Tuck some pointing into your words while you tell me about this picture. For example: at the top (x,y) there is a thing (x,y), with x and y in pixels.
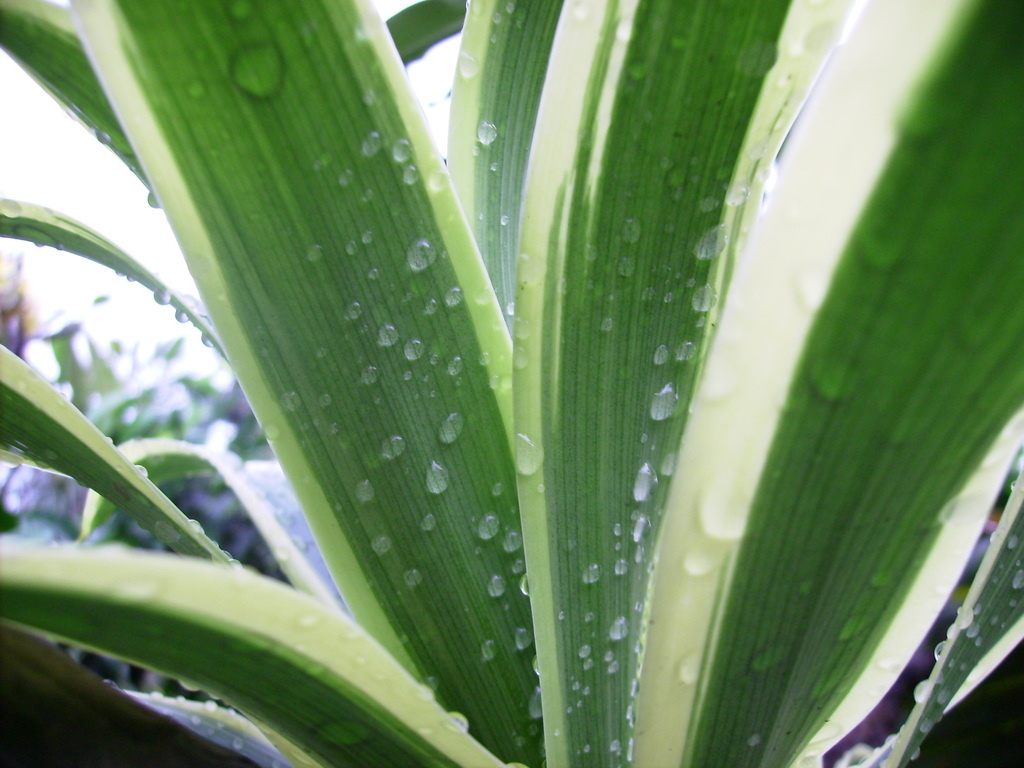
In this image there is a plant (508,603) to which there are leaves (365,288). On the leaves (412,307) there are droplets (442,489) of water (442,489).
